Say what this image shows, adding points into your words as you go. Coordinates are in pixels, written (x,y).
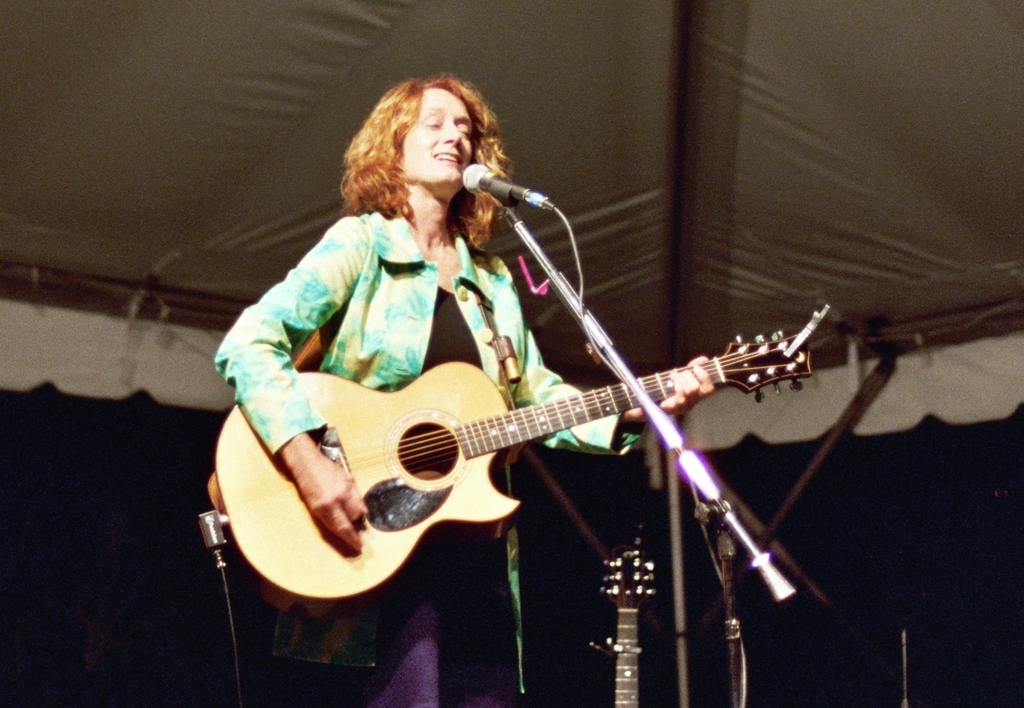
In the middle of the image (346,241) a woman (471,98) is standing and playing guitar (477,448) and singing on the microphone (518,199). At the top of the image (528,113) there is a tent (785,134).
